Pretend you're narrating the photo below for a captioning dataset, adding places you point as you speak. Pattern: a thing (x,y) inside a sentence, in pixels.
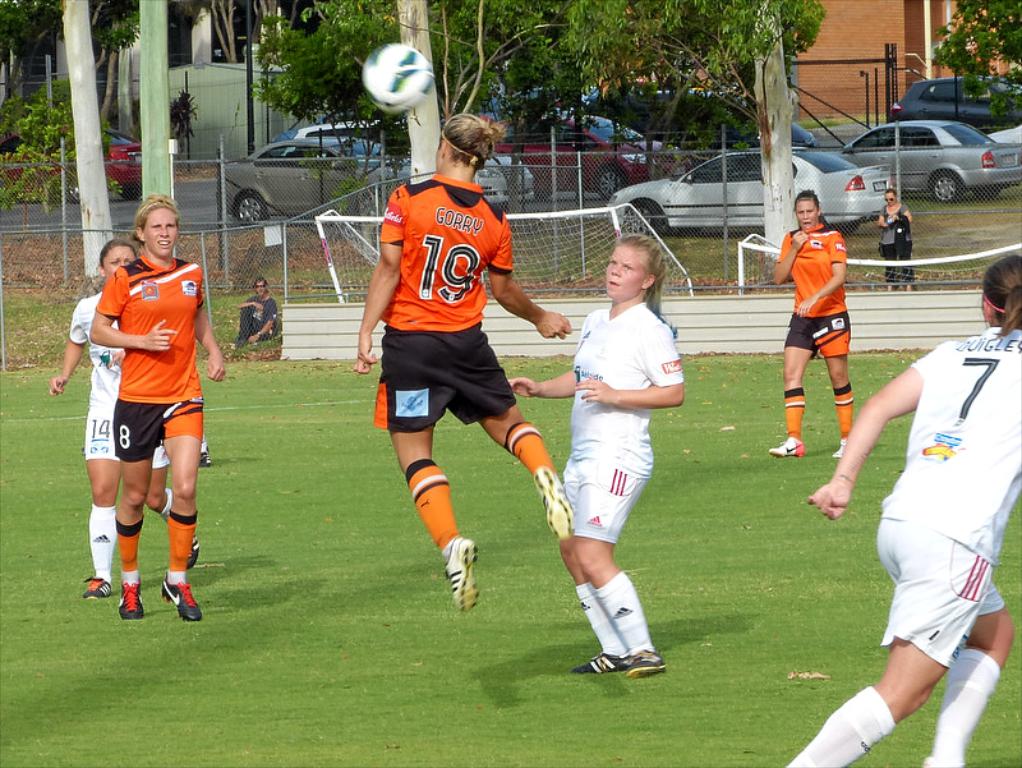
In this image, we can see there are persons (649,256) in orange and white color T-shirts (450,263), playing football on the ground (339,479), on which there is grass (759,495). In the background (238,256), there is a net (752,262), there are two persons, vehicles (859,219), trees (601,70), plants (26,108) and buildings (904,84).
